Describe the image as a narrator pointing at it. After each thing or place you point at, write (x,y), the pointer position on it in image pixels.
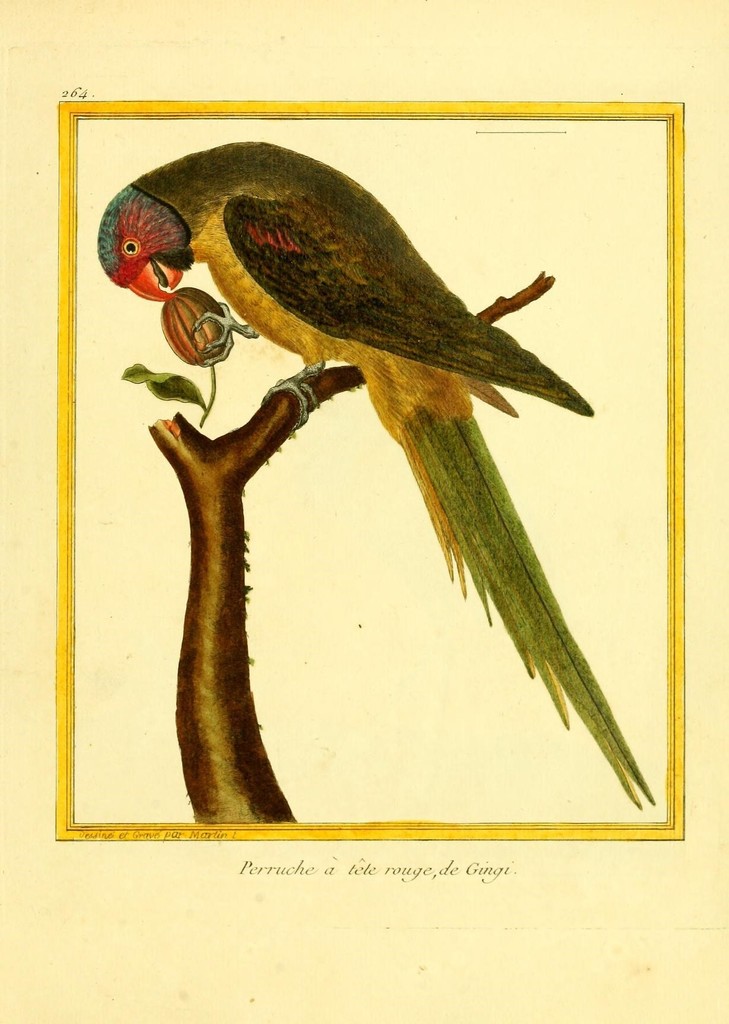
In this image I can see a bird (297,276) standing on the stem (244,546) and eating something. I can also see the background (118,714) is cream in color.
